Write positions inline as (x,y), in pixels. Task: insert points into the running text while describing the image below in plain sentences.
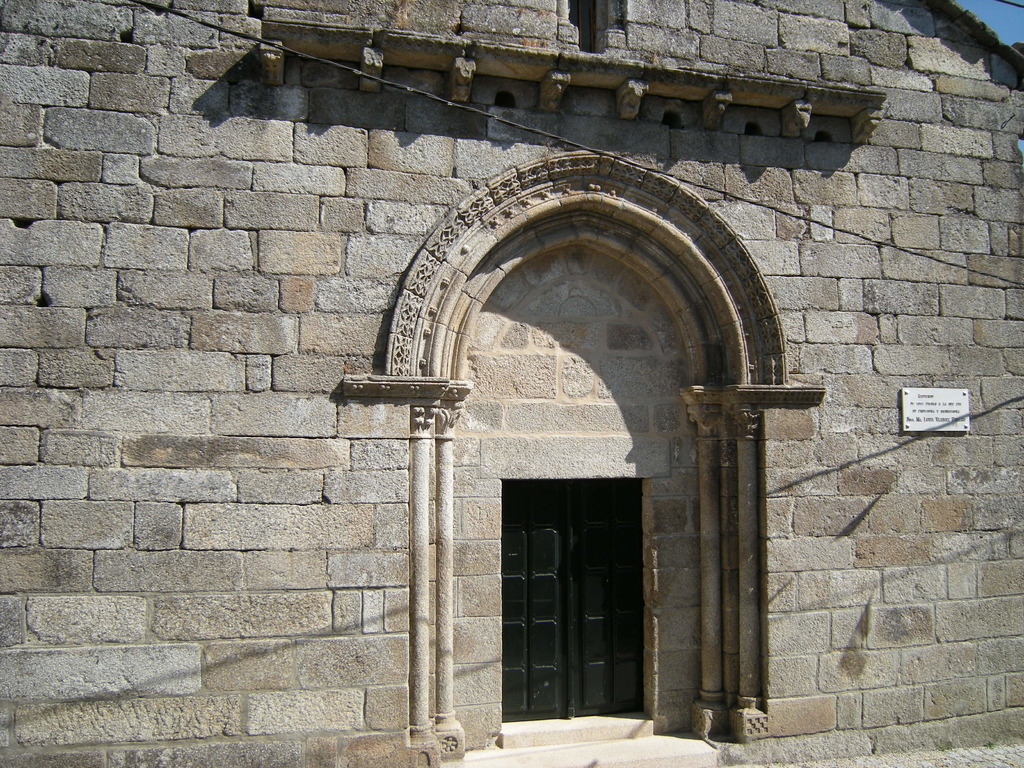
In this picture we can see a building (494,198), wire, doors (620,588), steps (604,732) and on the wall (859,415) we can see a name board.
